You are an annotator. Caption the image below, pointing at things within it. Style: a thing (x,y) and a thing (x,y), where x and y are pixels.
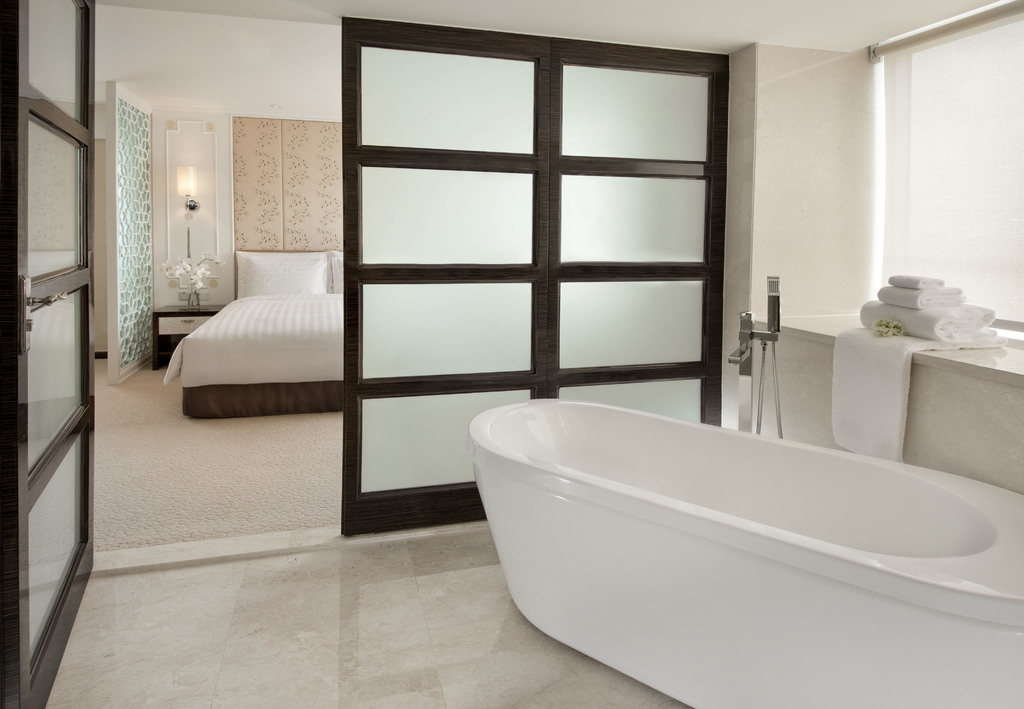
In this image, we can see a bathtub (706,444), some towels (931,325), a stand (176,314), doors (394,318) and we can see pillows (273,275) on the bed (272,320), a lamp (189,191) and some decor (191,276) on the stand (160,360) and there is a wall (162,141). At the bottom (243,607), there is a floor (250,569).
